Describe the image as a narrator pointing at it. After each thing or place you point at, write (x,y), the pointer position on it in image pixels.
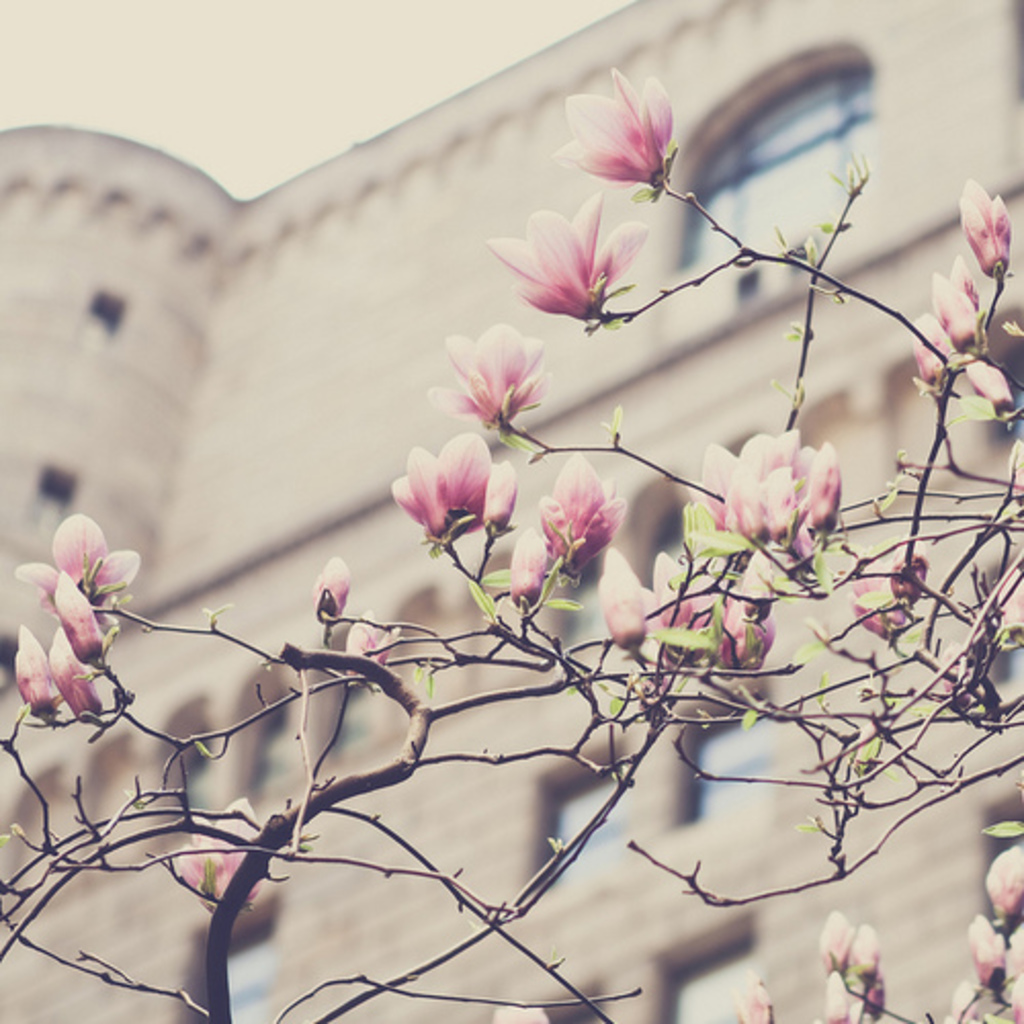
In the foreground of this image (930,531), there are flowers (534,581) to the stems (781,780). In the background (381,368), there is a building (253,414) and the sky (236,88).
